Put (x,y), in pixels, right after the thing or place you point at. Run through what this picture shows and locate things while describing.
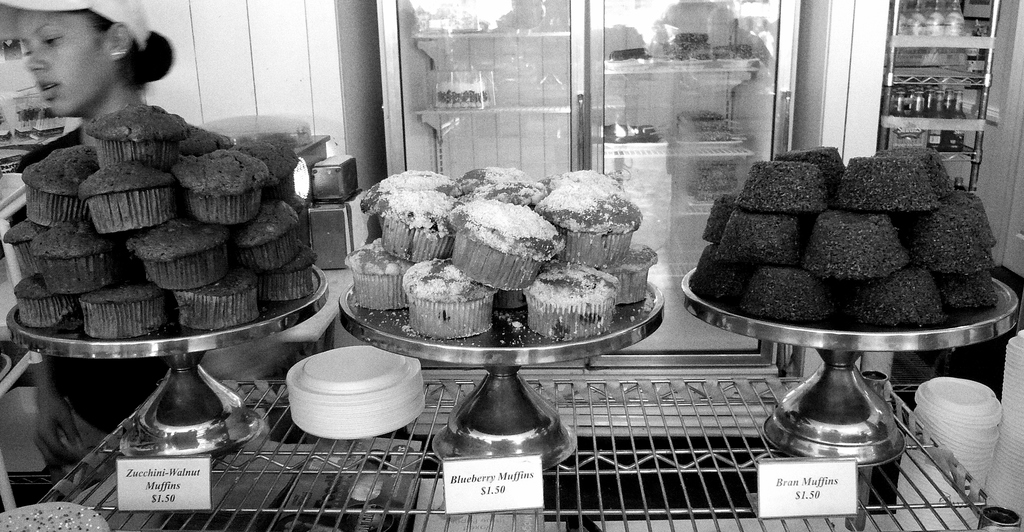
This is a black and white picture. I can see cupcakes (469,252) on the cake stands (499,336), there are plates (355,408), price boards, there is a person (43,399), and in the background (952,11) there are some objects (969,15) in the refrigerator (789,108) and in the racks (978,26).
